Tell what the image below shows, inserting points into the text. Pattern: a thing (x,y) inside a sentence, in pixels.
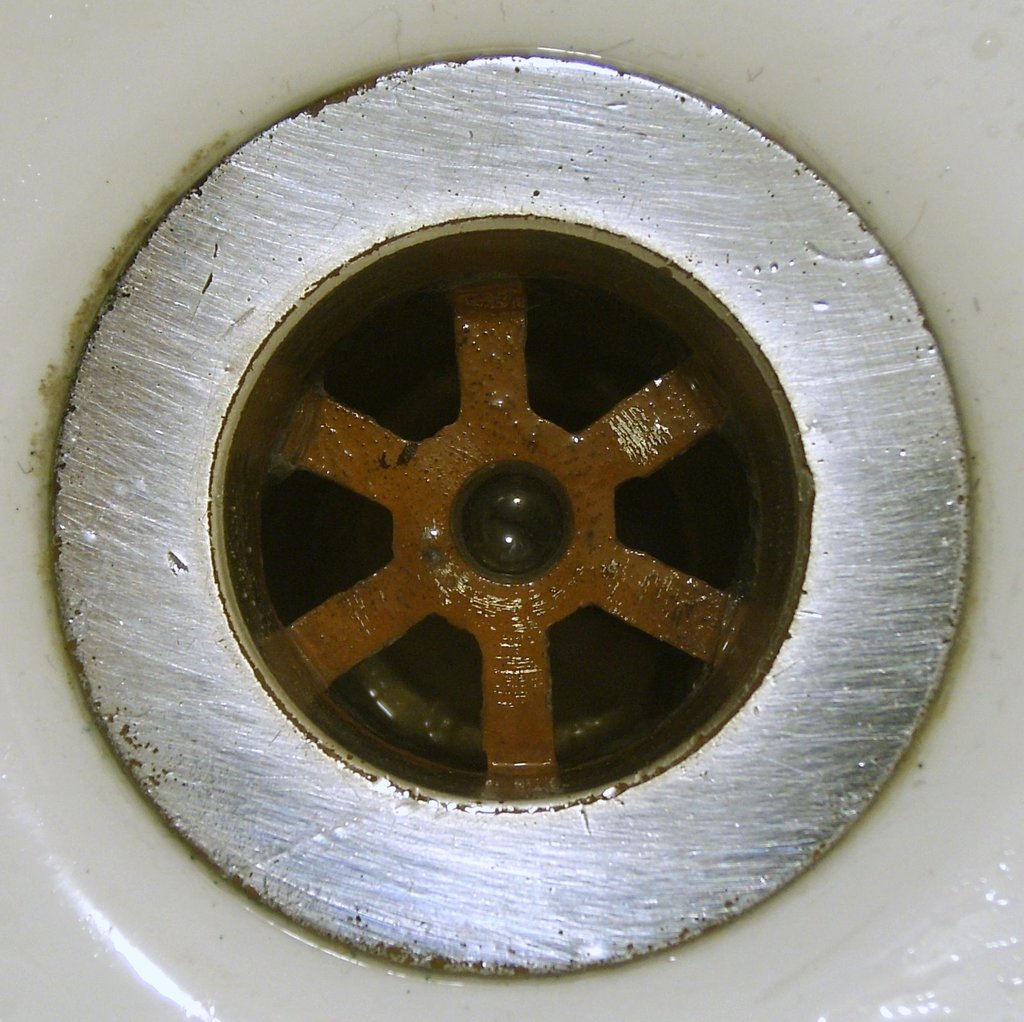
In the image there is a waste coupling (498,129) of a sink (956,10).
